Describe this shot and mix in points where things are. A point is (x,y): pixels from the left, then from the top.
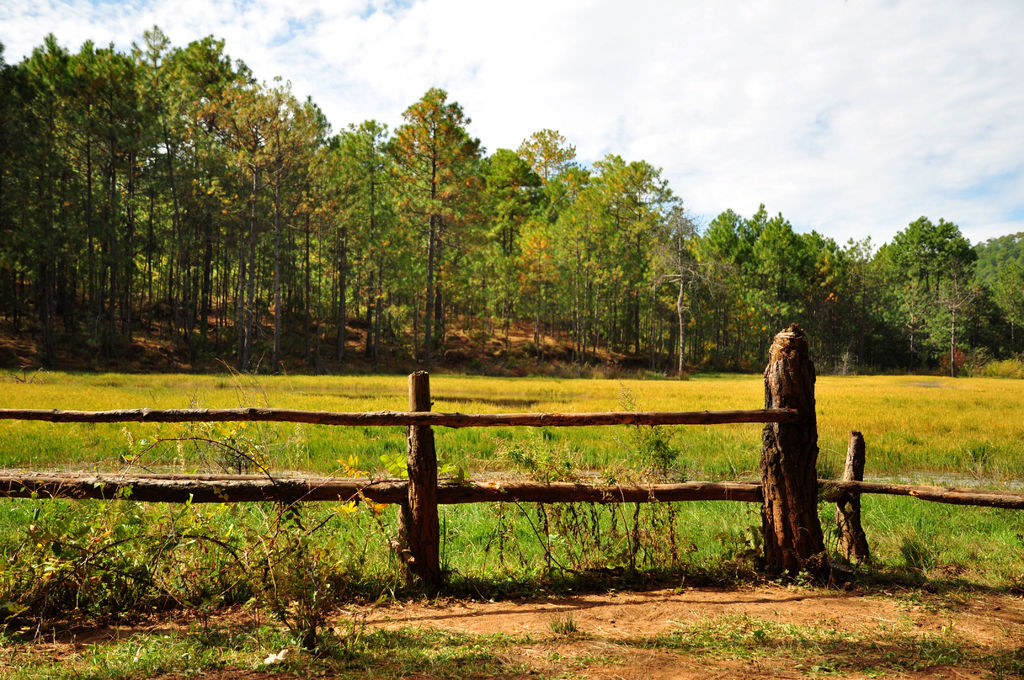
In this image I can see grass (494,510), shadows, number of trees (485,321), clouds (591,108) and the sky (275,61).
